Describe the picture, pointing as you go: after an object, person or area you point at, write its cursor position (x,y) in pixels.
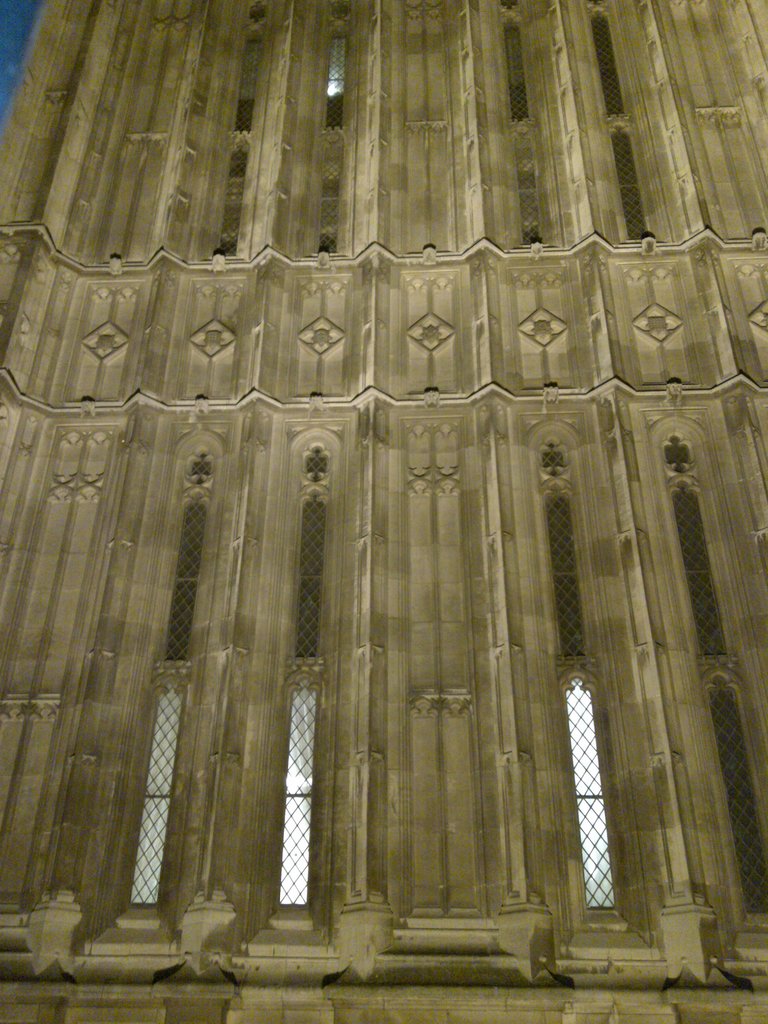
In this image I can see a building wall (403,518), windows (590,697) and the sky (22,65). This image is taken may be during night.
